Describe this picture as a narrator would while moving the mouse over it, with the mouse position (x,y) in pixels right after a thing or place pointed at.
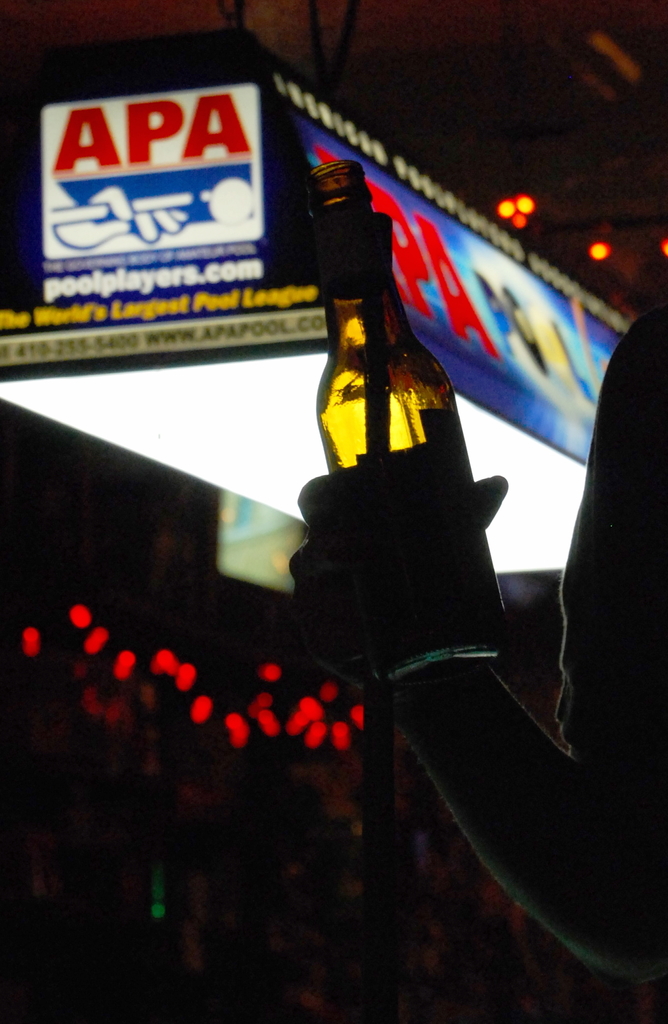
I can see in this image a person (639,785) is holding a glass bottle (355,428) in his hand (361,479). In the background (135,256) I can see a board (276,173).
